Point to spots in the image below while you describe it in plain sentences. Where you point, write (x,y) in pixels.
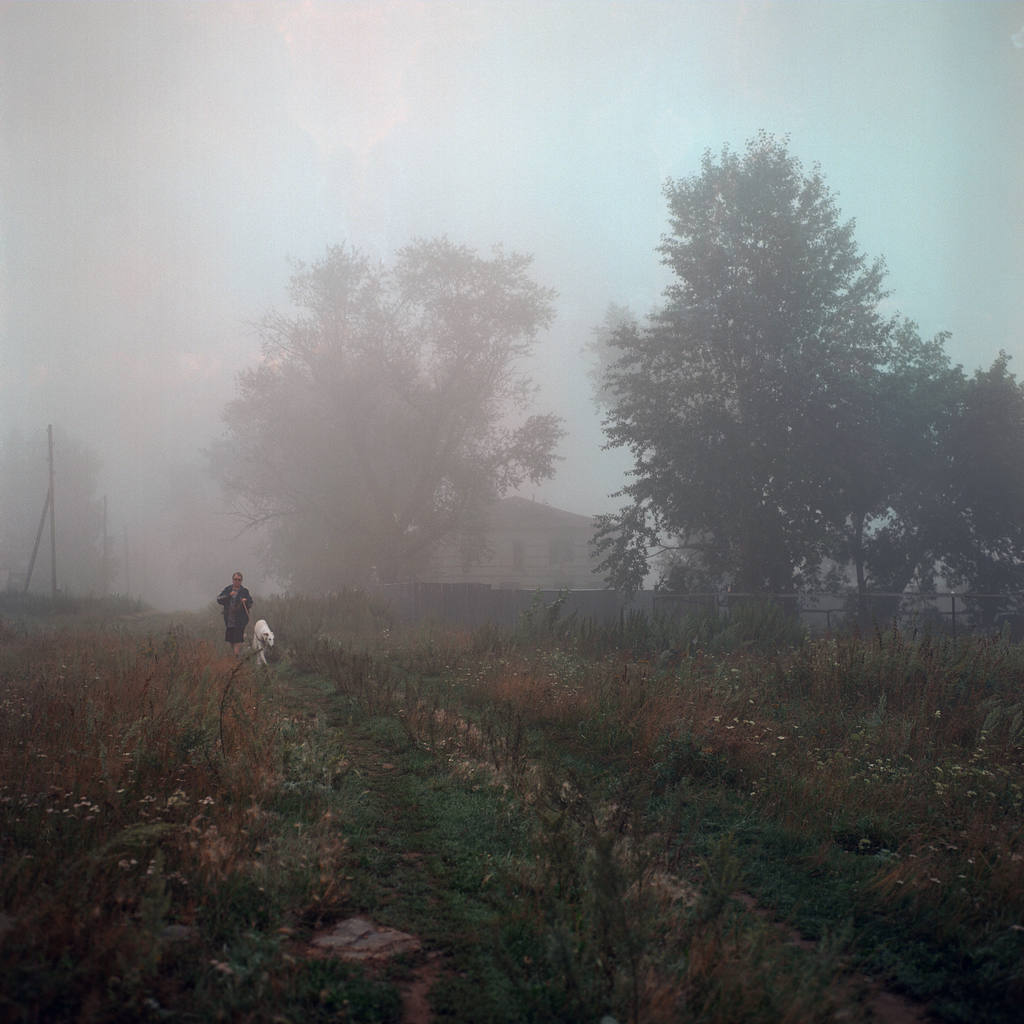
In this picture there is a lady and a dog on the left side of the image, there is greenery (655,375) around the area of the image and there is a house (586,521) in the center of the image (572,525).
